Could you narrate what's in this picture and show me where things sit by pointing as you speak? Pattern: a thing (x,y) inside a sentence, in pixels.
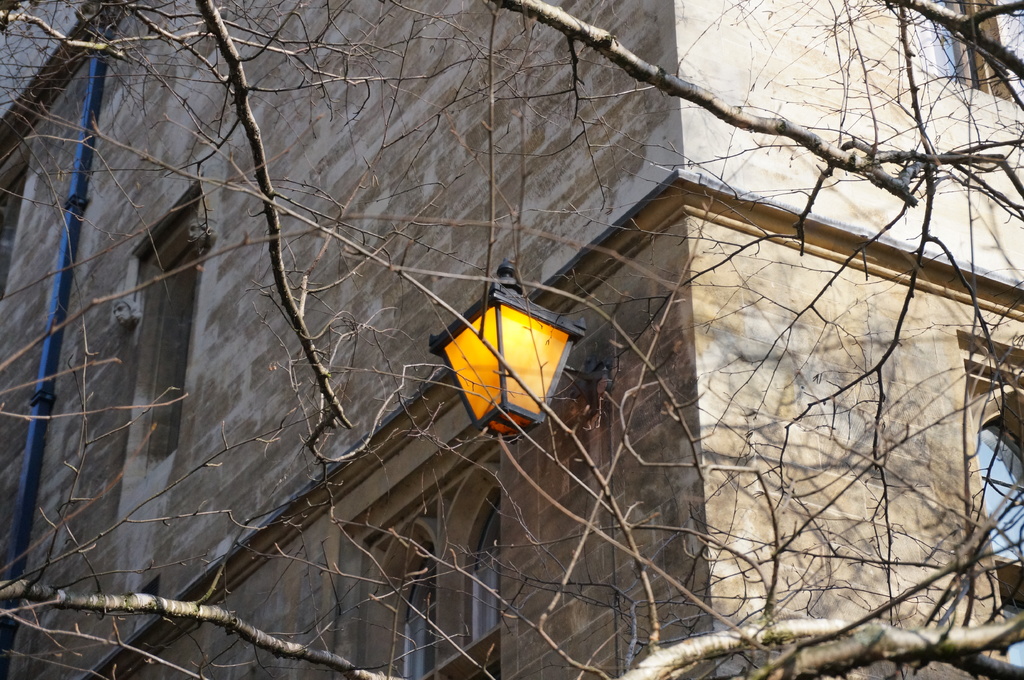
In the picture we can see a part of a dried tree (1013,144) from it we can see a part of the building (515,626) with windows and glasses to it and near to it we can see a lamp (525,341) and beside it we can see a pole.
